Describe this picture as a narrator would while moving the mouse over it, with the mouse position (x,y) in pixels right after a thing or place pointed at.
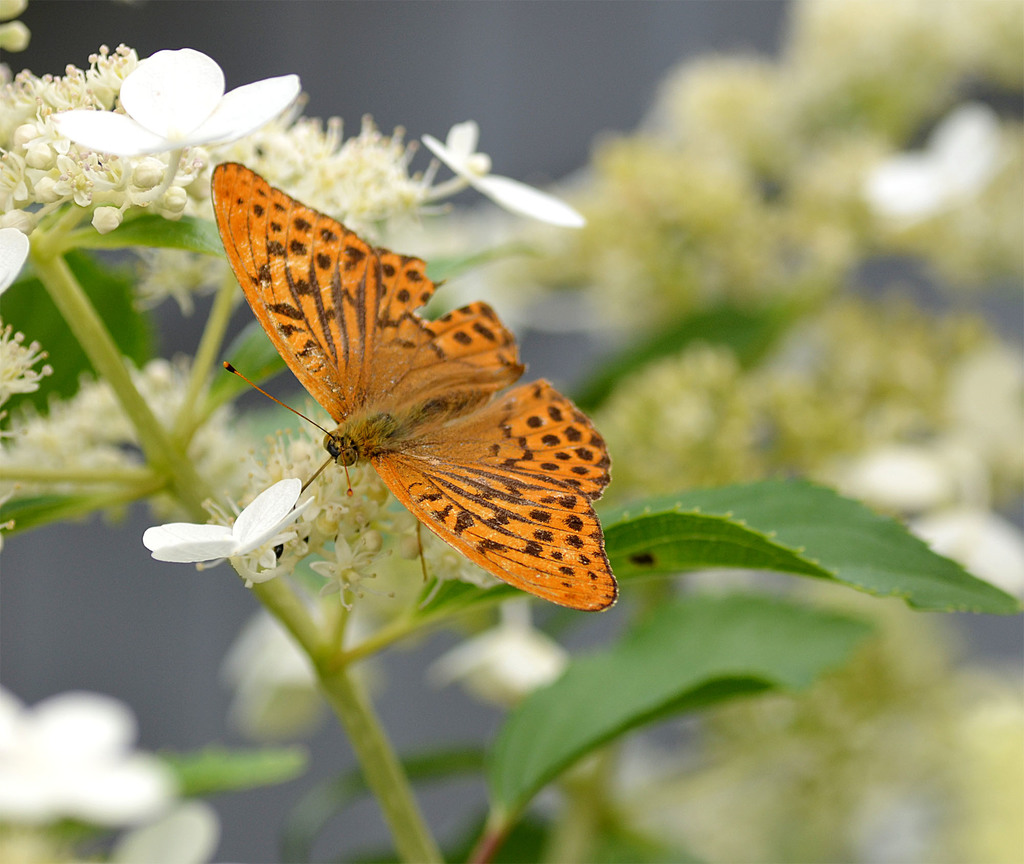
In this image we can see some flowers (177,541), buds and a butterfly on the plant (996,214).
